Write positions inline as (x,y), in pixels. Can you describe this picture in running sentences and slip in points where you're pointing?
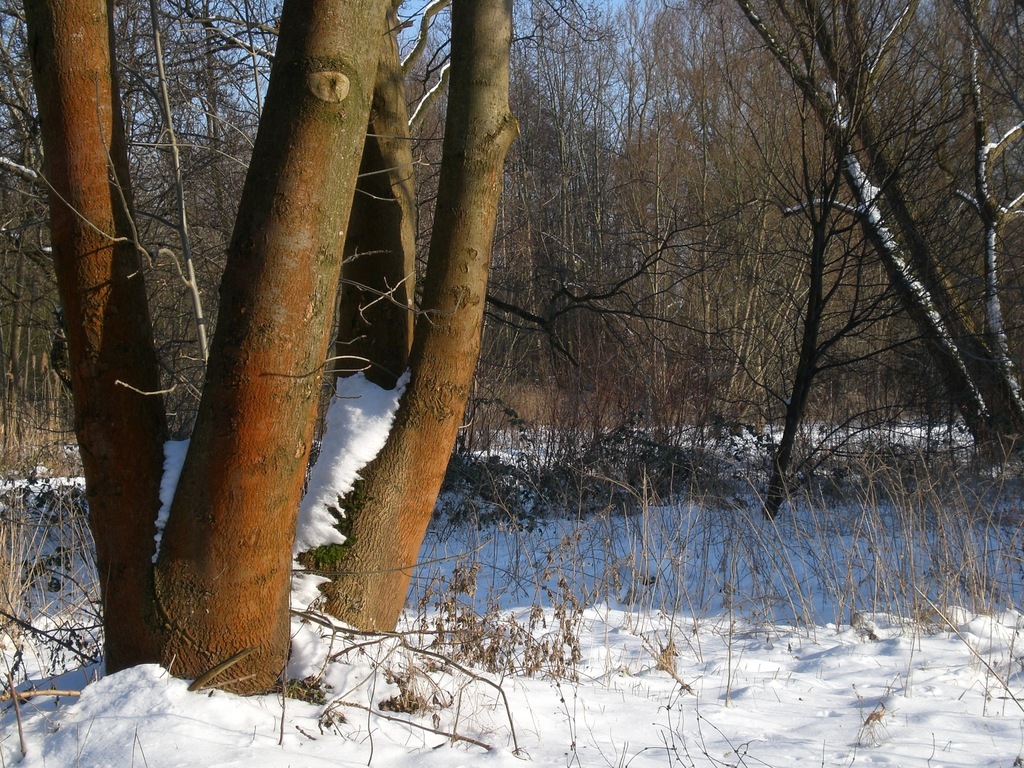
In this image I can see few dry trees (559,334) and the snow (1017,620). I can see the sky (584,16).
